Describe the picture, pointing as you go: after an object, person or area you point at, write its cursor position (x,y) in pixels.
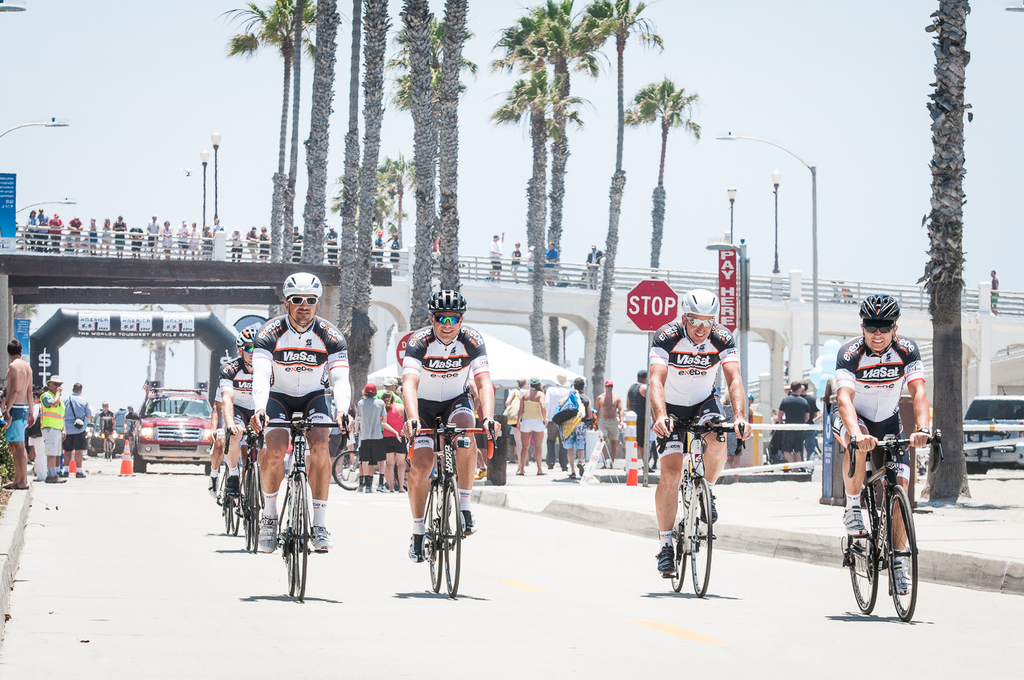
In this image we can see few people (432,466) riding the bicycles (437,447). There are many people (598,425) in the image. There is the sky (219,116) in the image. There are few vehicles (152,424) in the image. There are many street lights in the image. There is a tent (533,360) in the image. There is a bridge (585,357) in the image. There are many trees (544,353) in the image.
